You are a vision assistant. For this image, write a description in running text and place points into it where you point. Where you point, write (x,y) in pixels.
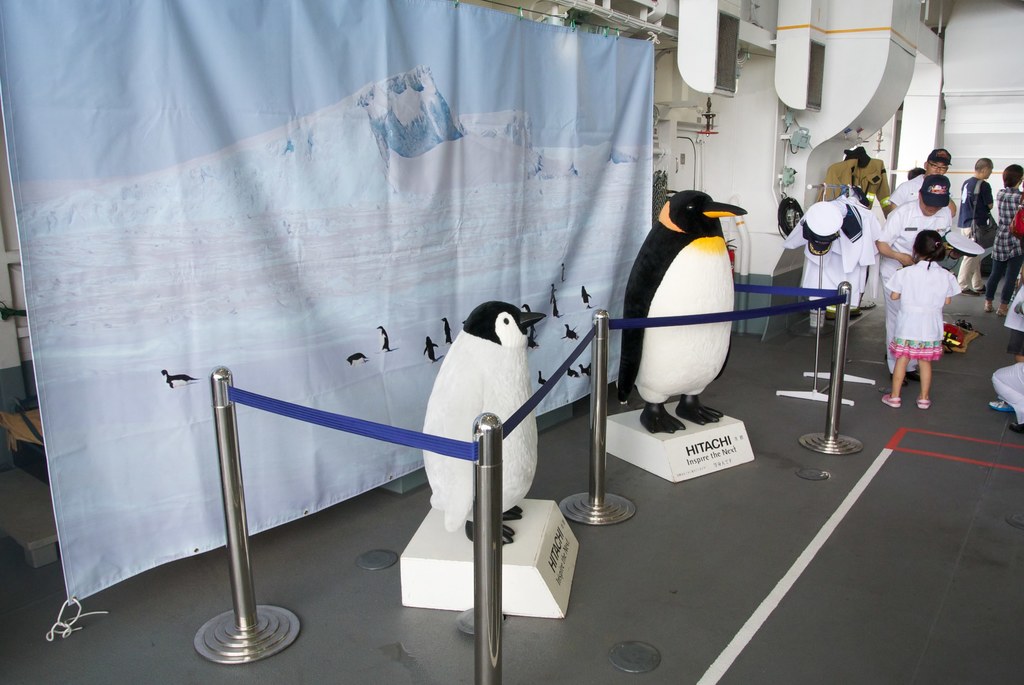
In this picture we can see the statues (472,354) of the penguins (505,506) on the white objects (553,564). We can see some text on these white objects (531,548). There are a few rods (215,403) and ropes (741,312) visible on the path (864,320). We can see some people (979,184) and a few objects (821,236) on the right side (817,248). There are mountains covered with snow (210,391) and penguins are visible on a blue sheet (111,217) and some objects (49,509) are visible on the left side (48,542).
